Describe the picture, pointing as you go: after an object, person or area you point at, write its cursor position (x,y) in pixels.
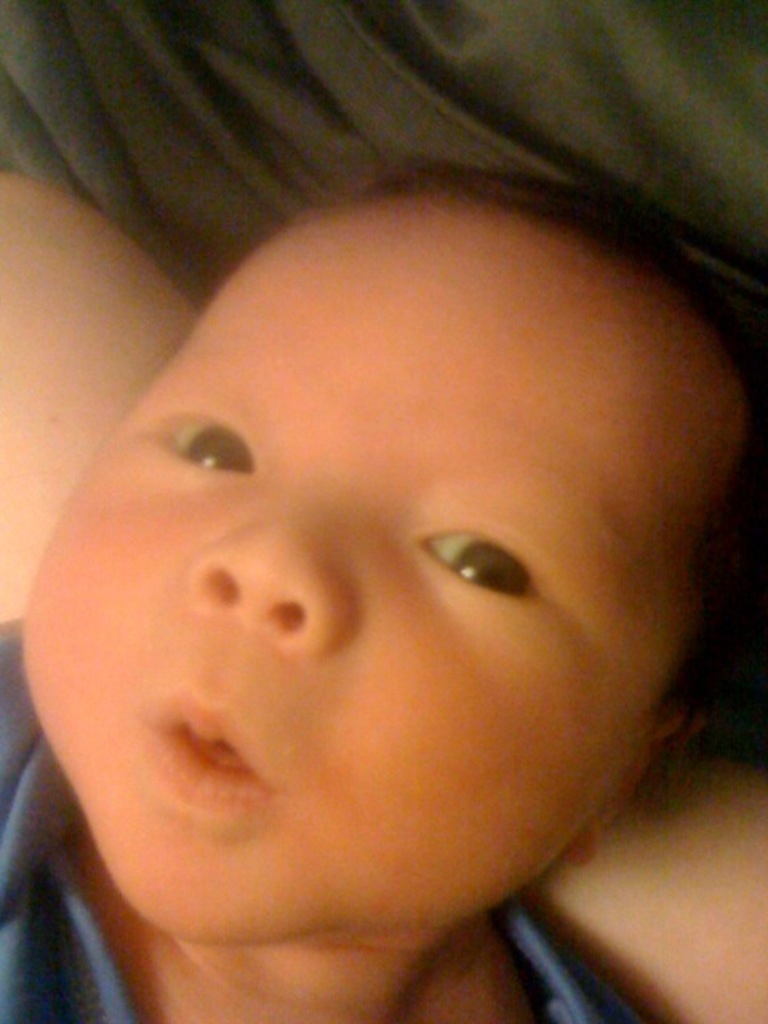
This image consists of a kid (228,974) wearing blue T-shirt (66,949). In the background (584,147), there is a person (124,218) wearing green dress (435,83).
